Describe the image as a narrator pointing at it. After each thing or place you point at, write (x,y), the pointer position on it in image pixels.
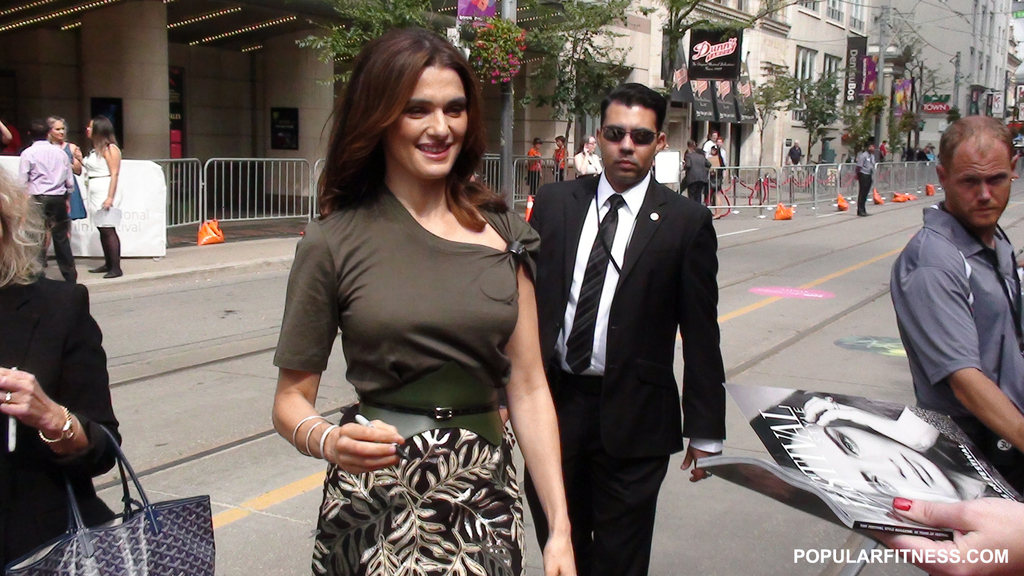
This image is taken outdoors. In the background (305,117) there are many buildings (938,59) with walls (953,50), windows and doors (731,132). There are a few trees (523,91) and there are a few boards (692,68) with text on them. There are a few railings (564,185) and there are a few objects (789,213) on the road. A few people (561,147) are walking on the road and a few are standing. On the left side of the image (41,172) two women (101,154) and a man (56,184) are standing on the sidewalk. There is another woman (21,444) and she is holding a handbag (109,535) in her hand (17,384). In the middle of the image (432,241) a man (581,190) and a woman (373,315) are walking on the road (676,573). A woman (463,333) is with a smiling face (429,147). On the right side of the image (914,295) there is a man (912,286) and there is a person's hand (912,544) holding a book (873,524) in the hand (971,572).
